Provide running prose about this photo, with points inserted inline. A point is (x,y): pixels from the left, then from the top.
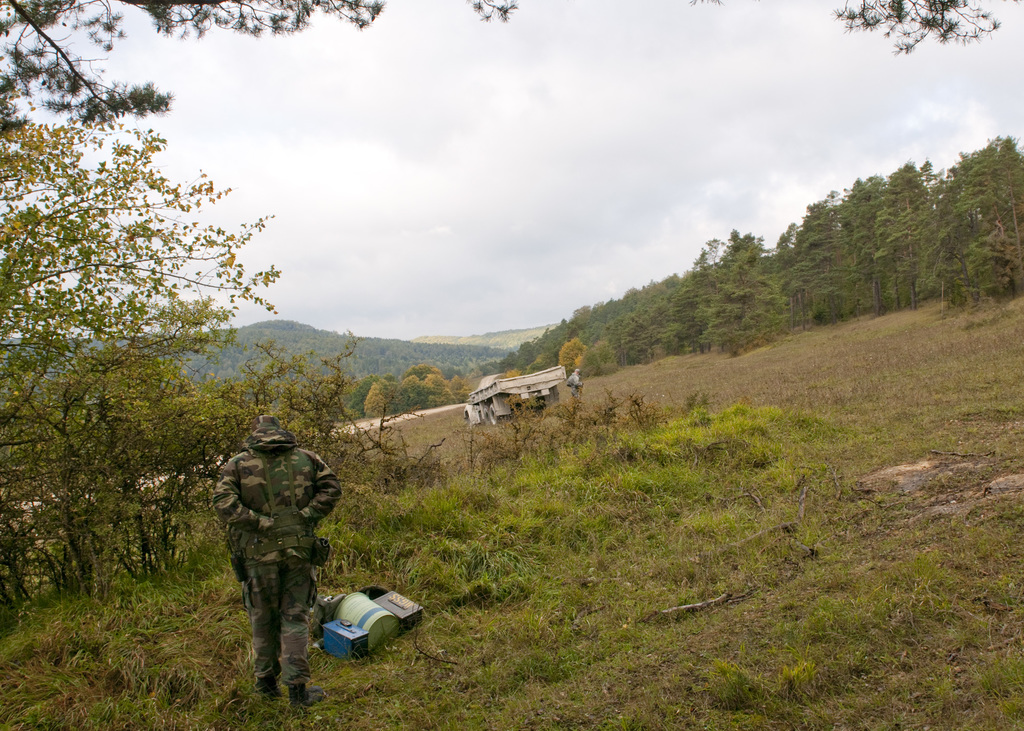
In this image there is the sky (595,102), there are mountains (512,339), there are trees (807,279), there are plants (602,409), there is grass (781,538), there is a vehicle (491,393), there is an object (370,620) on the ground (407,645), there is a person (267,546) standing, there is a tree (95,384) truncated towards the left of the image (76,268), there is a tree (984,201) truncated towards the right of the image (977,221), there are trees (313,12) truncated at the top of the image (946,24).
